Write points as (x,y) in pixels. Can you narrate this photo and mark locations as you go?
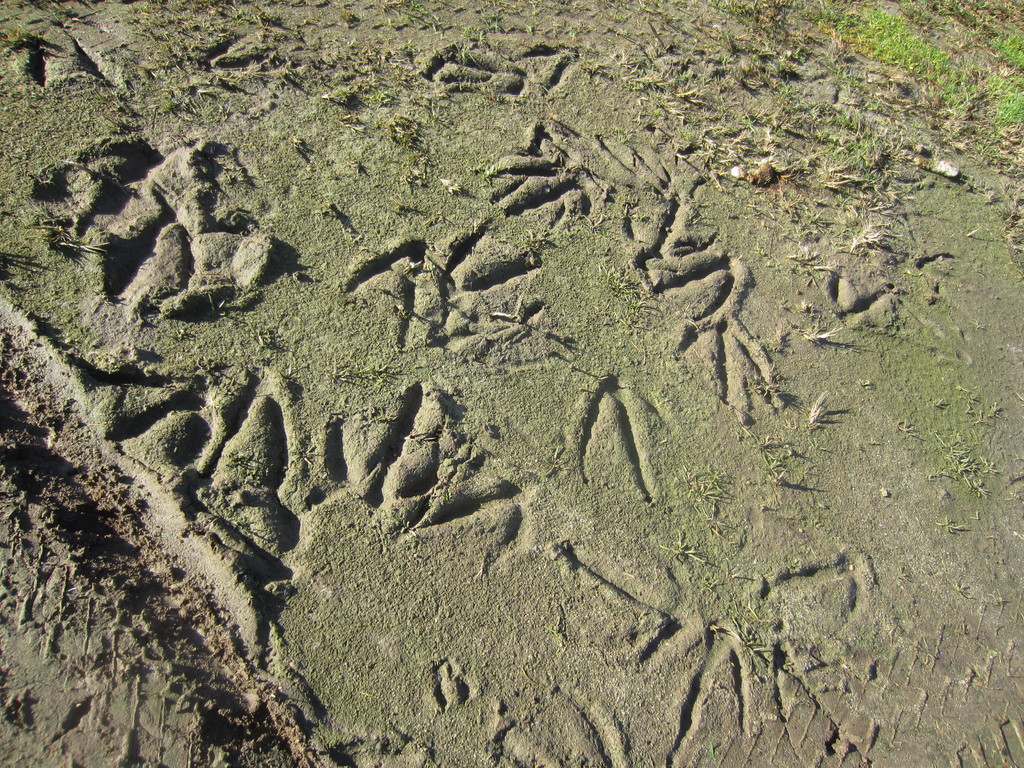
This picture is consists of sand floor (497,180).
